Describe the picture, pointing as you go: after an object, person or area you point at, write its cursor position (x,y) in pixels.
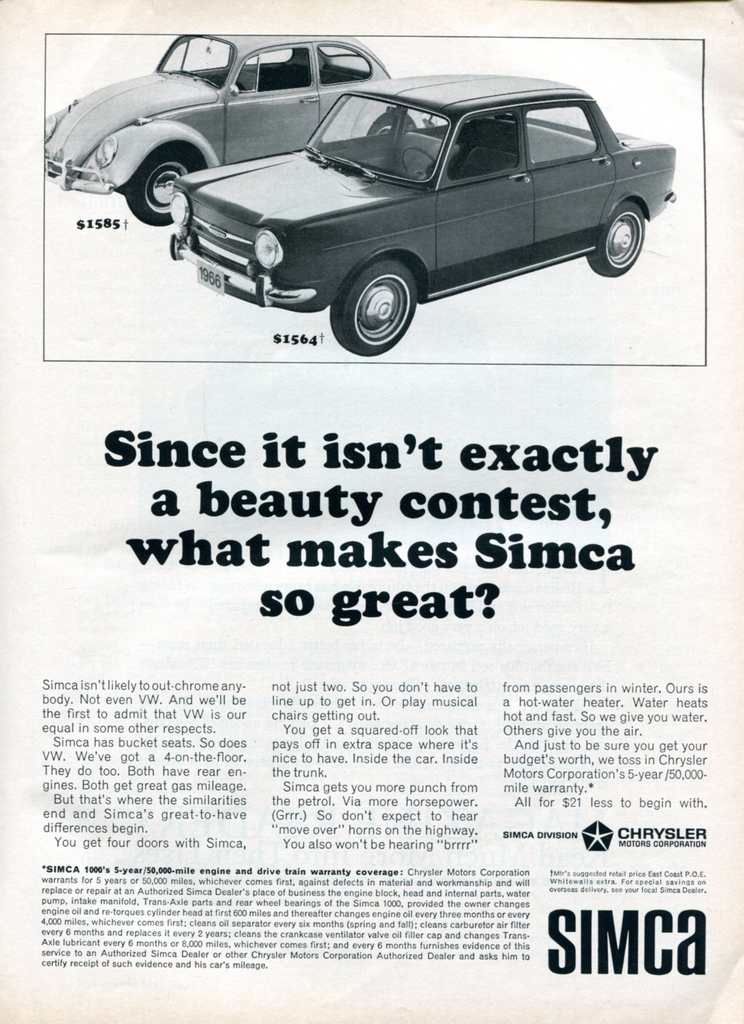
In the image I can see a poster (306,550) in which there is the picture (395,124) of cars (556,159) and something written on it.
